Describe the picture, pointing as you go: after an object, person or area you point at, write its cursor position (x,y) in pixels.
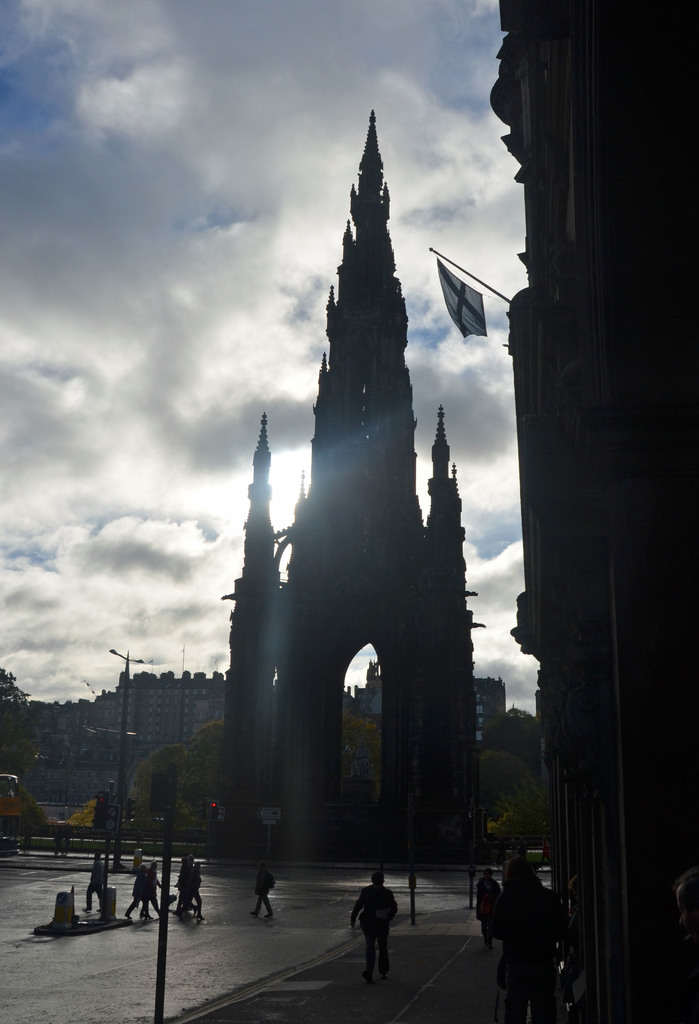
In this image, I can see the buildings (326,766), trees (180,791), few people (192,891) and poles (164,896). On the right side of the image (483,331), I can see a flag (466,296) hanging to a pole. In the background (431,161), there is the sky (411,170).
